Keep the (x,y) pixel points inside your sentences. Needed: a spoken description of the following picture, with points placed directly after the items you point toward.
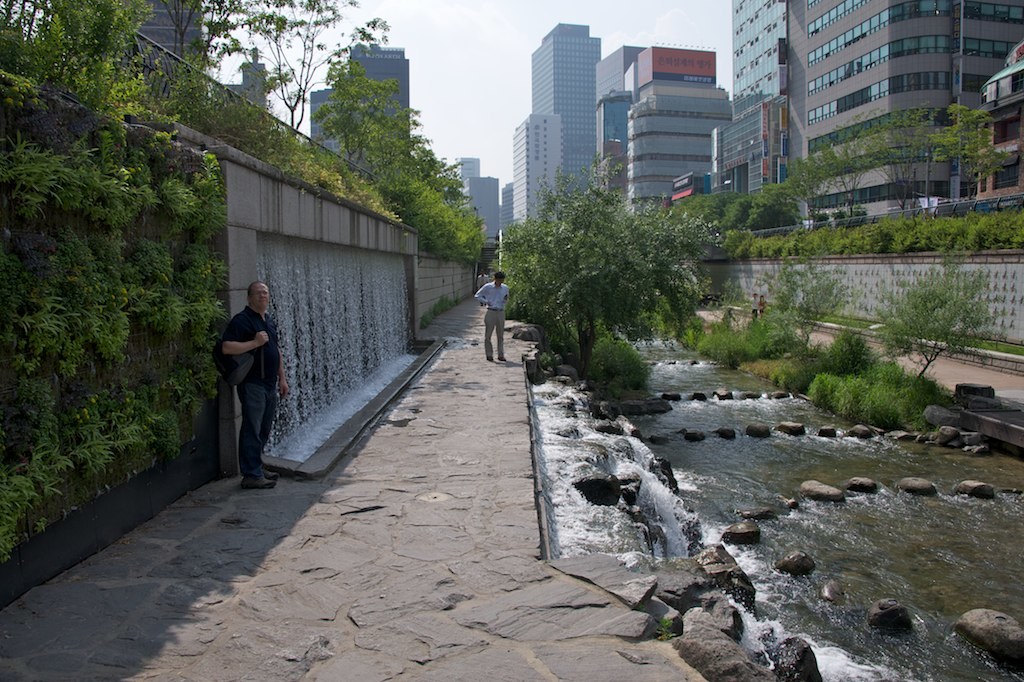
In this image few persons (262,411) are standing on the stone path (392,518). Beside there are few stones (607,495) having waterfall (626,505). There are few plants (569,347) and trees (582,274). There are few stones (657,409) on the land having water (838,547). Behind plants (836,371) there are few persons (760,313) on the path (943,364), beside there is a wall (900,273) having few plants (898,238) and fence (879,215) on it. Left side (12,486) there is a wall (250,277) having plants (220,286) and water falls (319,323). Top of wall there are few plants (130,79) and fence (159,69). In background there are few buildings (576,70). Top of image (499,39) there is sky (481,22).
